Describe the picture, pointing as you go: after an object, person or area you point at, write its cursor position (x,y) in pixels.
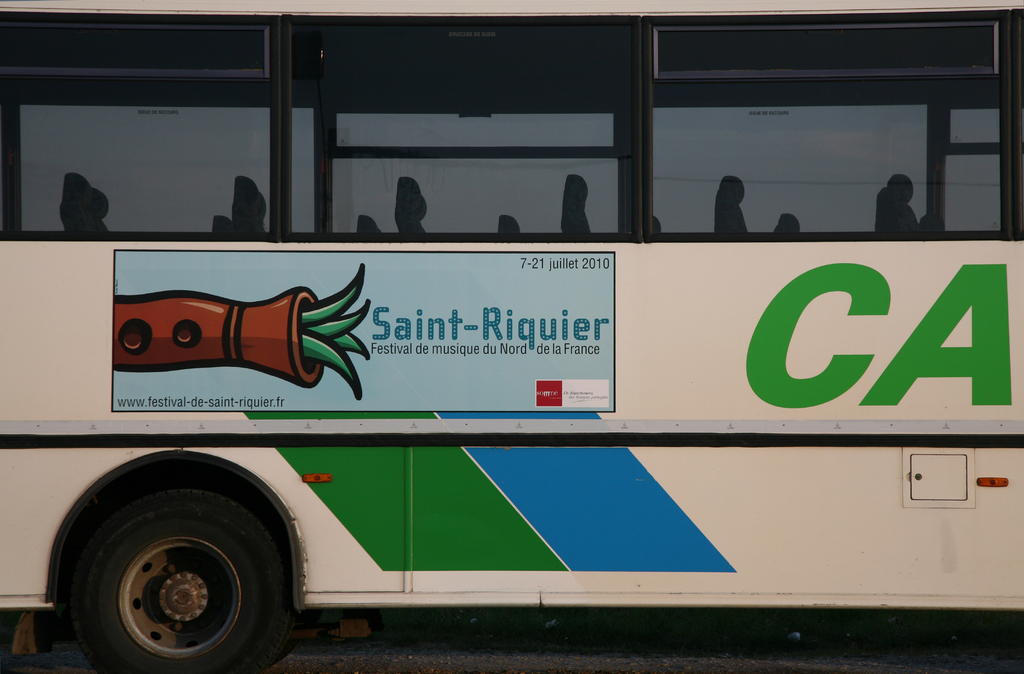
In this picture we can see a bus (441,548) on the road (399,641) with a poster (527,396) on it and inside of this bus (700,221) we can see seats (725,205).
